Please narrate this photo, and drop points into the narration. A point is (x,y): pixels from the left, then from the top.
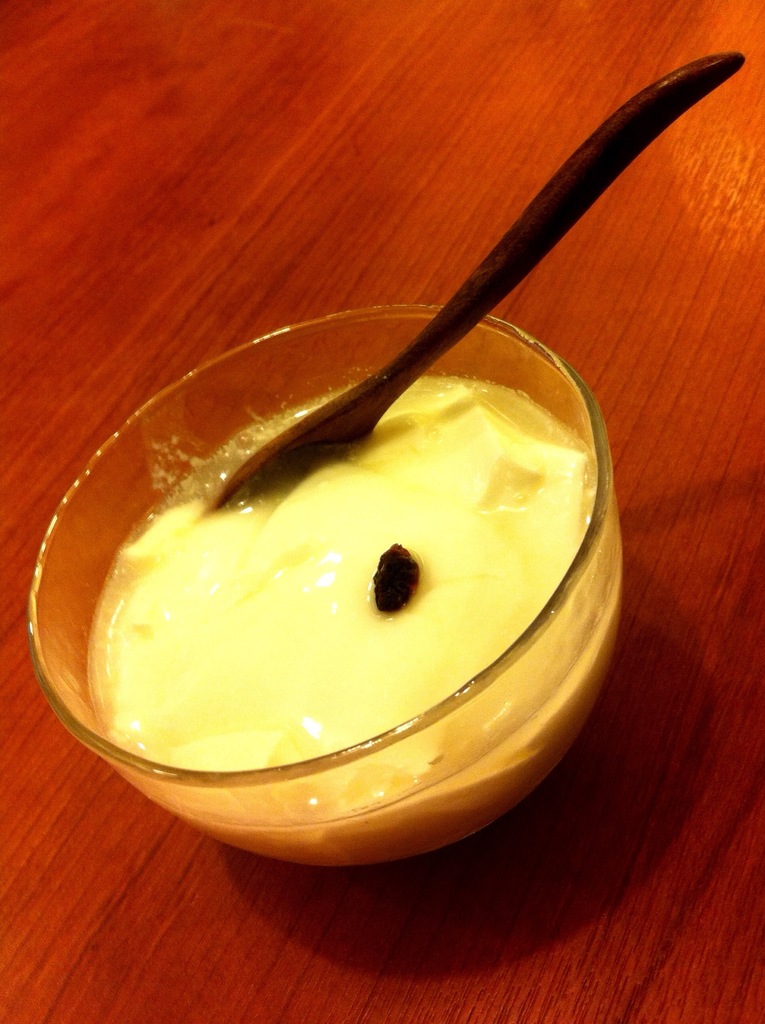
In this picture there is food (444,476) in the bowl (504,740) and there is a spoon (635,116) in the bowl (215,454). At the bottom (720,855) there is a wooden floor (645,893).
